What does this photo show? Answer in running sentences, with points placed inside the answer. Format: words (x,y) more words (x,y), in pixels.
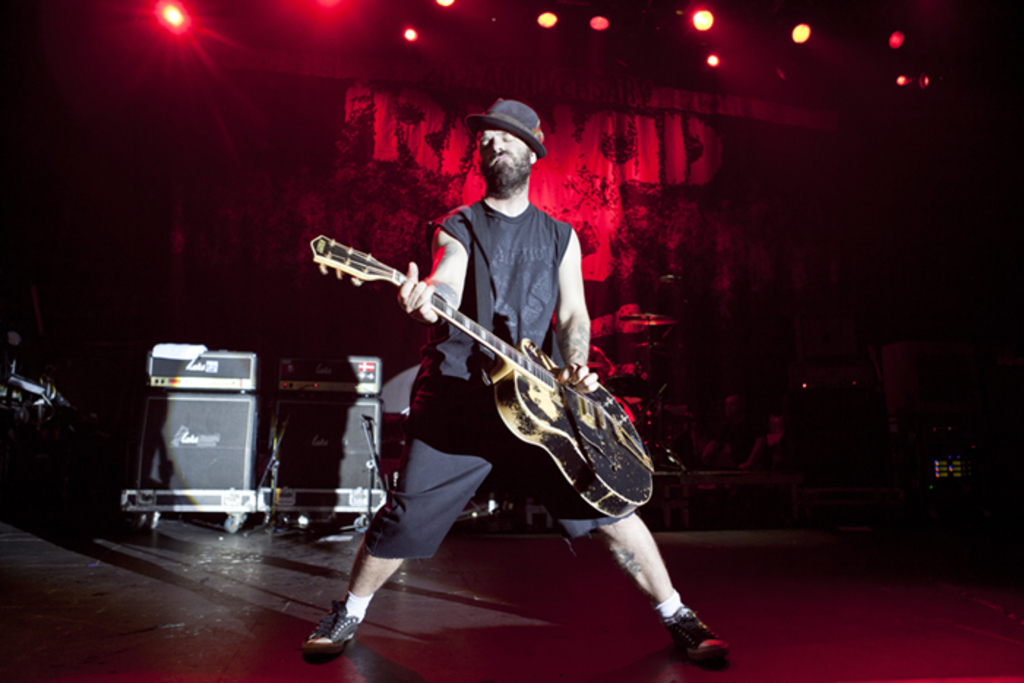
A man (481,414) is standing and playing a guitar (539,413) on the stage (214,640), behind him there is some music system (295,483) there is also curtain (753,154) and drums (644,323) behind him, in the background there are different lights (801,39) to the roof (822,22).
